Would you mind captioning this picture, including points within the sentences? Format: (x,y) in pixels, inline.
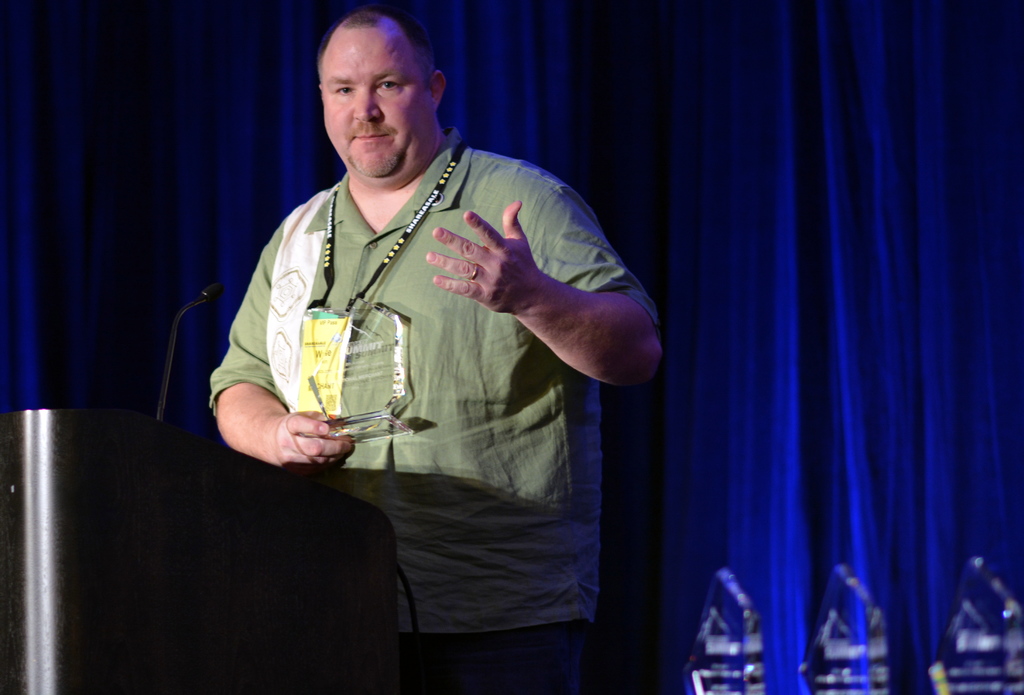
As we can see in the image there is a man (425,325) wearing green color shirt (495,393) and there are blue color curtains (77,74). The image is little dark.
